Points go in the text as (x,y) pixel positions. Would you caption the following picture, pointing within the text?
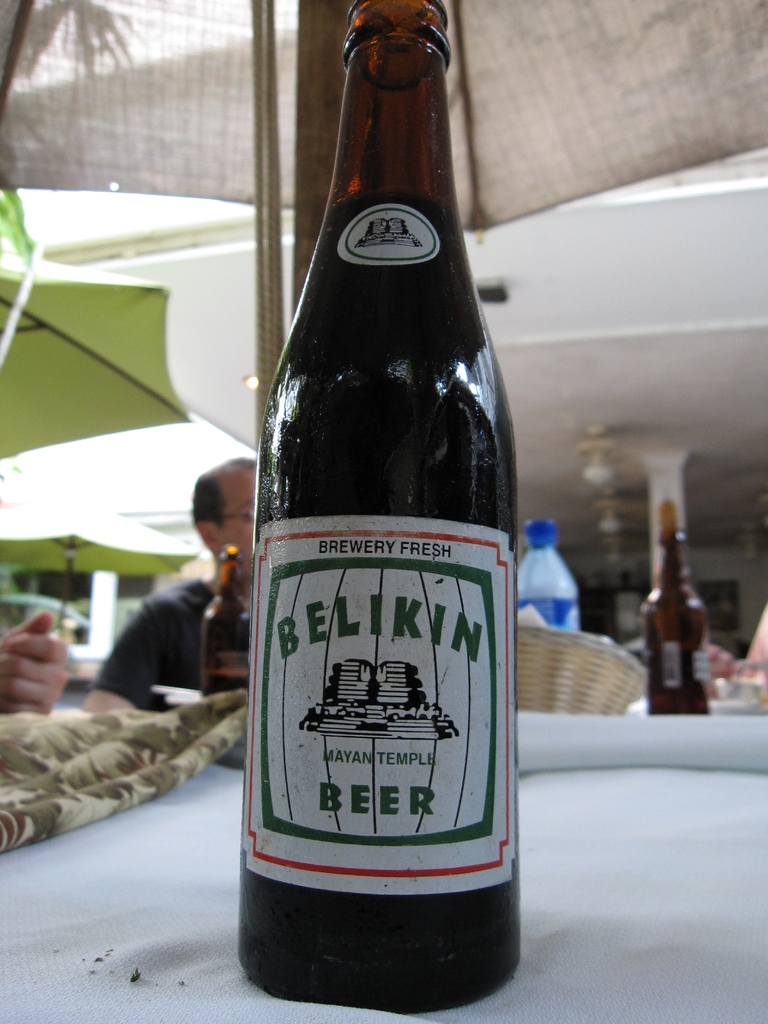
Here we can see a beer bottle (370,289) on the table (607,764) and in front here is the person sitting and some objects (666,589) here, and at above here is the roof (532,86).
